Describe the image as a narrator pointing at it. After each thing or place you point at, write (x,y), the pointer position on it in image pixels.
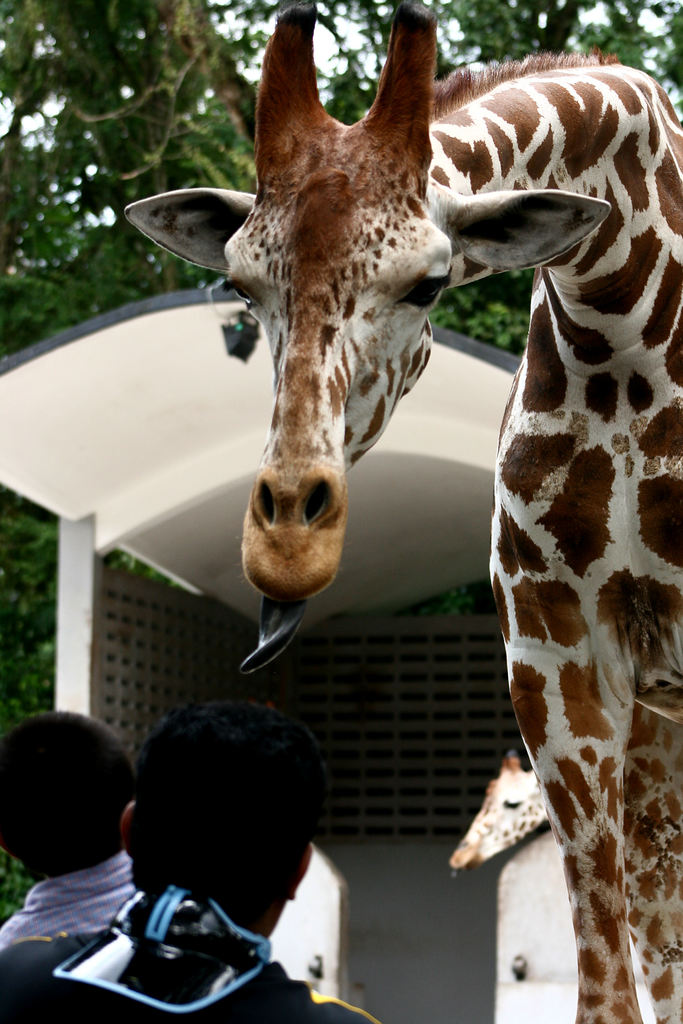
In the picture we can see a giraffe (578,455) standing and beside we can see two persons (46,982) standing and some shed construction (393,933) and behind it we can see trees (86,209).
